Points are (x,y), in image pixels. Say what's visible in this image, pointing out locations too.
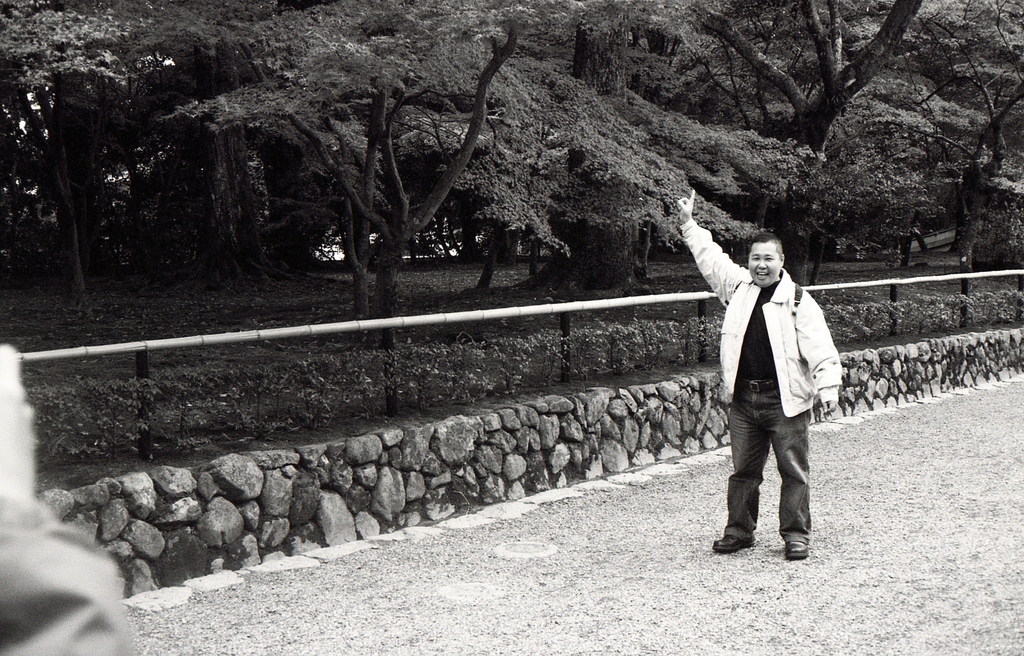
In this image I can see a person (734,486) standing, background (292,77) I can see the fencing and I can see trees (313,97) and the image is in black and white.
